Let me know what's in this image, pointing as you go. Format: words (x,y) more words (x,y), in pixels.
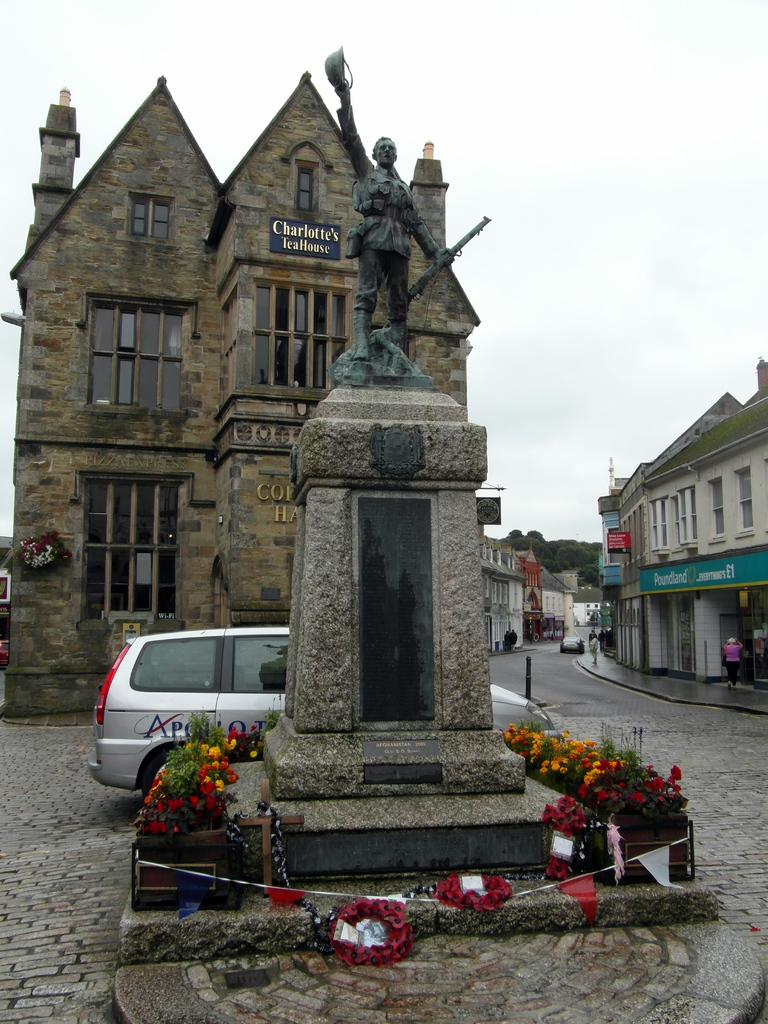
In this picture I can see a statue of a person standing and holding a rifle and a helmet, there are vehicles (258,728) on the road (746,747), there are plants (647,801) with flowers (526,753), there are garlands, there are buildings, there are trees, and in the background (543,303) there is sky (524,317).
